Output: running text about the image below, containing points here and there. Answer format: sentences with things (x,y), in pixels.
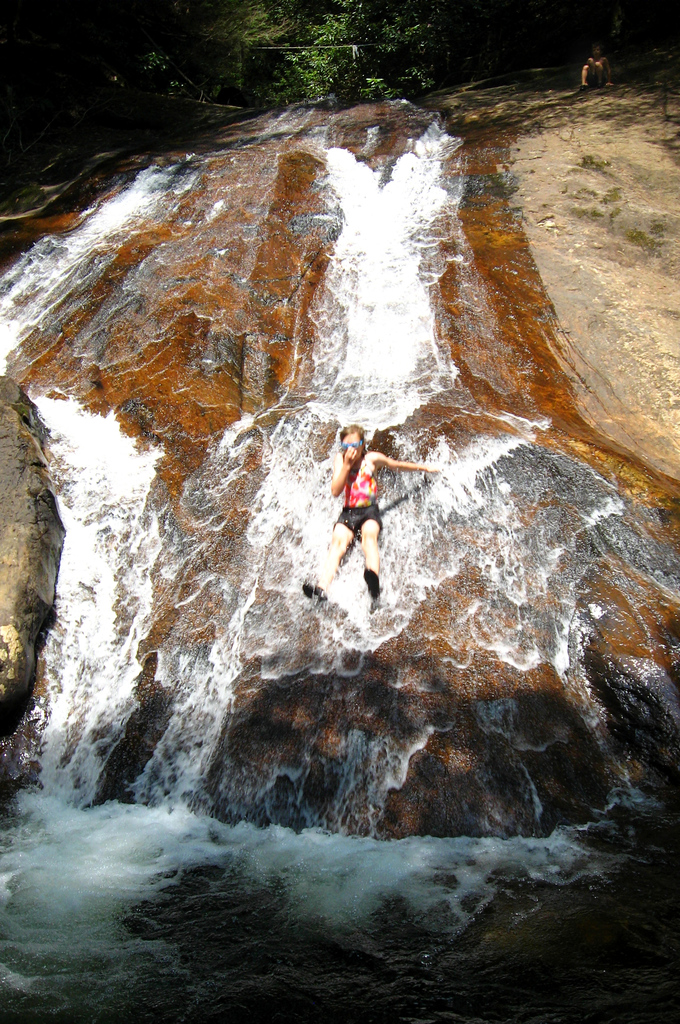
This picture shows water (315,132) flowing and we see a rock (265,576) and a woman (375,469) seated on the rock (378,433) and we see trees (516,59).
